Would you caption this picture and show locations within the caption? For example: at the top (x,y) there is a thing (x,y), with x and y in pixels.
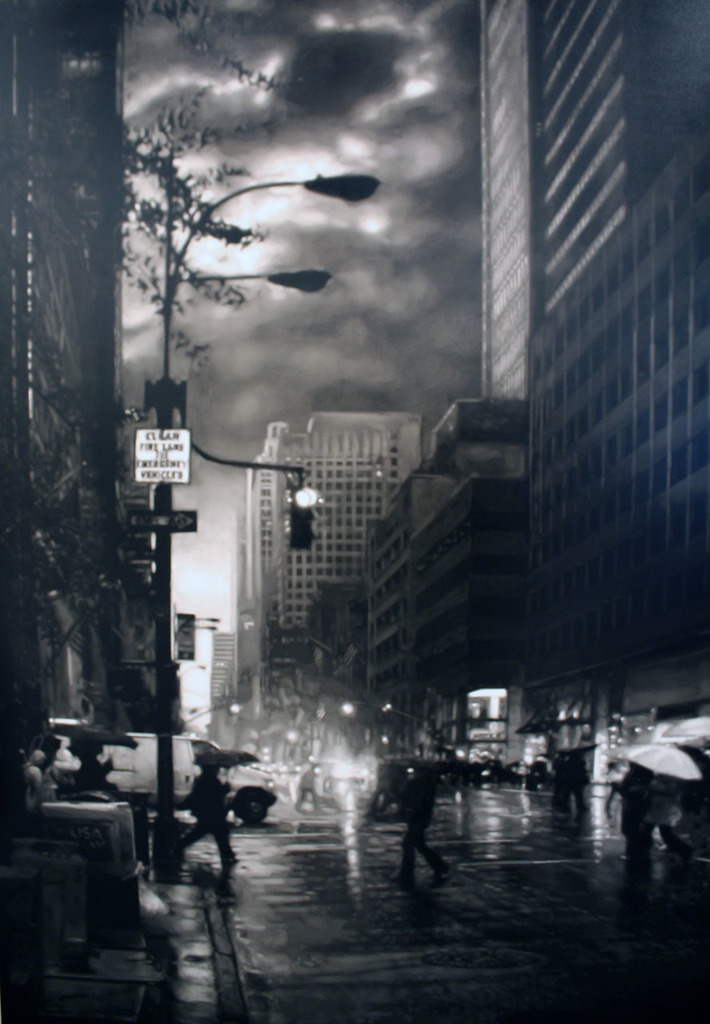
Sky (423,267) is cloudy. Here we can see buildings (69,384), light poles (295,471) and signboards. People (89,785) are holding umbrellas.
